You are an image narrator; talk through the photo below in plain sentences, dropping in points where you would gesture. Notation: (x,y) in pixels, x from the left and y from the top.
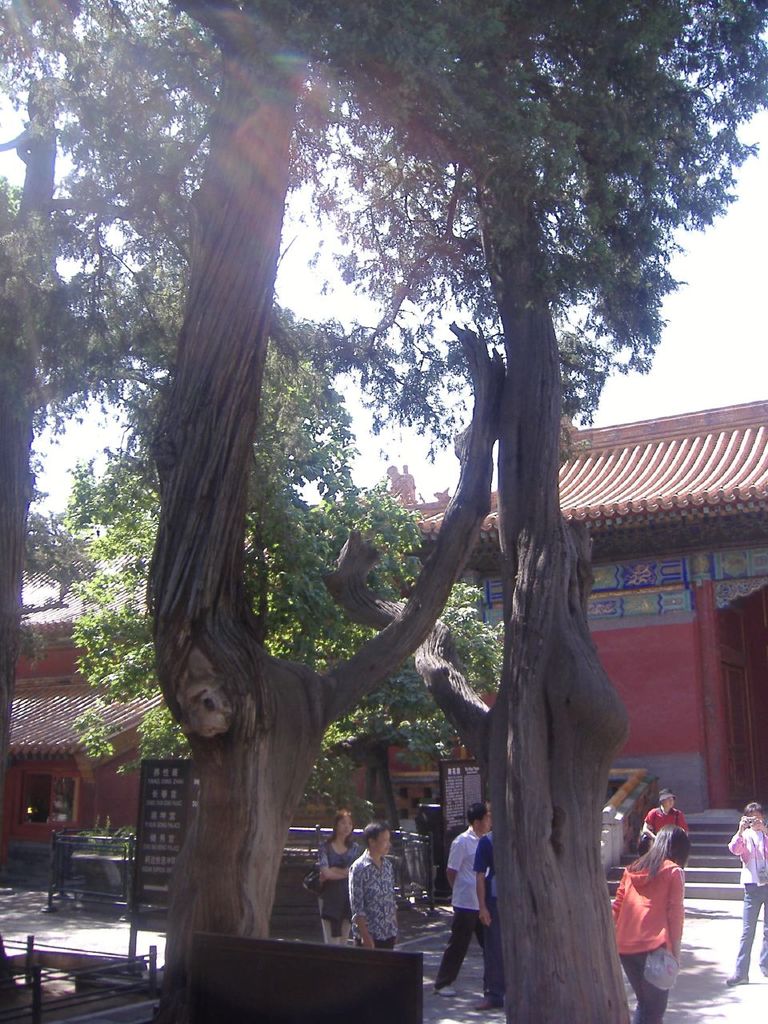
In the image there are trees (416,720). Behind the trees (571,928) there are few people (375,884) standing. And in the background (54,701) there are houses (603,638) with walls (616,630), roofs (591,505), posters (164,796) and doors (731,686). In the background (180,131) at the top of the image (747,279) there is a sky (355,389).
